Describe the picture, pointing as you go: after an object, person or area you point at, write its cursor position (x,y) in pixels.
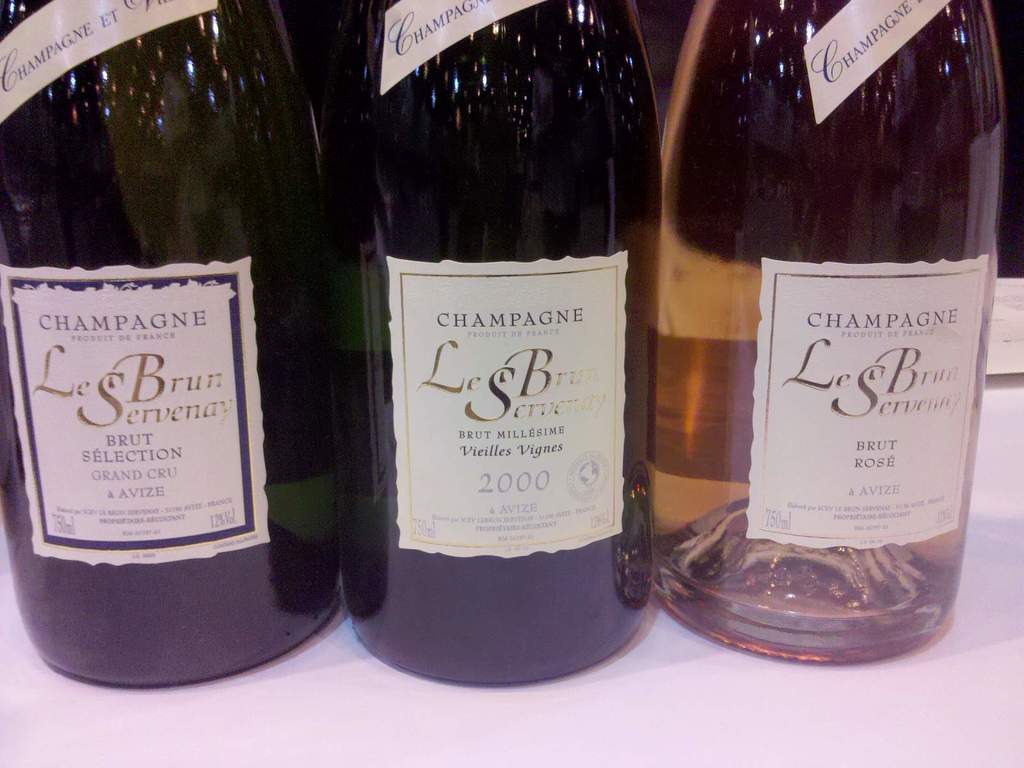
In this image I can see few bottles (203,262).
